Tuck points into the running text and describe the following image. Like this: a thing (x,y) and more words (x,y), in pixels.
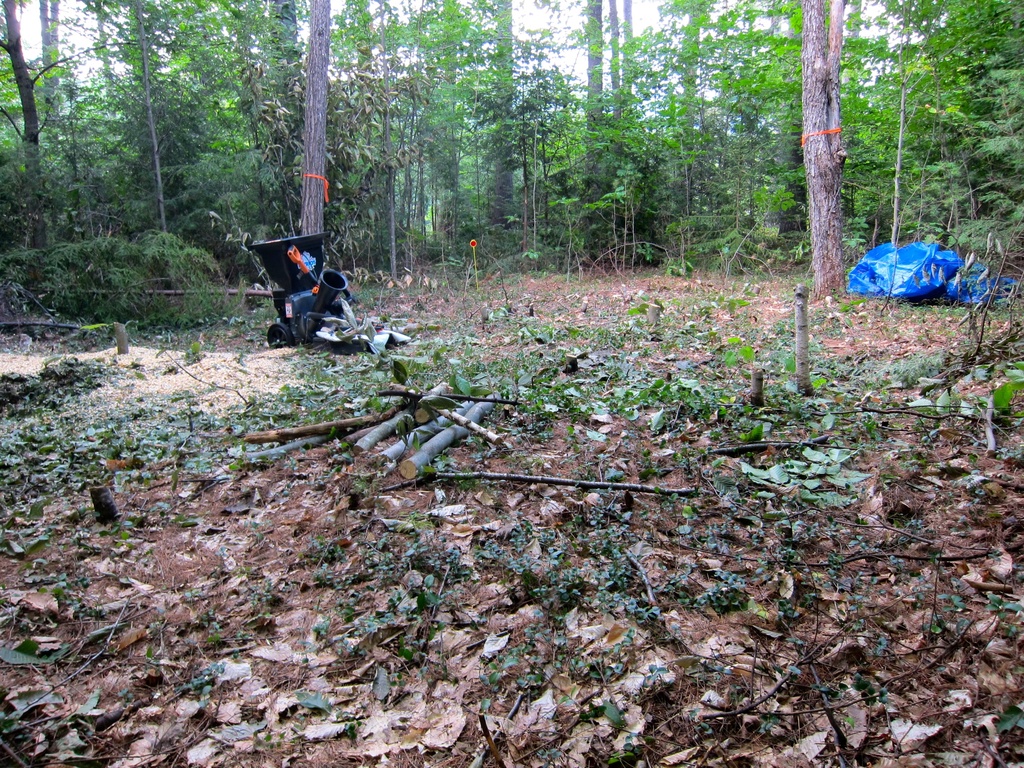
In this image I see the ground (724,620) on which there are leaves (549,471) and I see wooden sticks (365,434) over here and I see the blue color thing (886,277) over here and I see an equipment (330,309) over here and in the background (302,228) I see number of trees (937,49).
